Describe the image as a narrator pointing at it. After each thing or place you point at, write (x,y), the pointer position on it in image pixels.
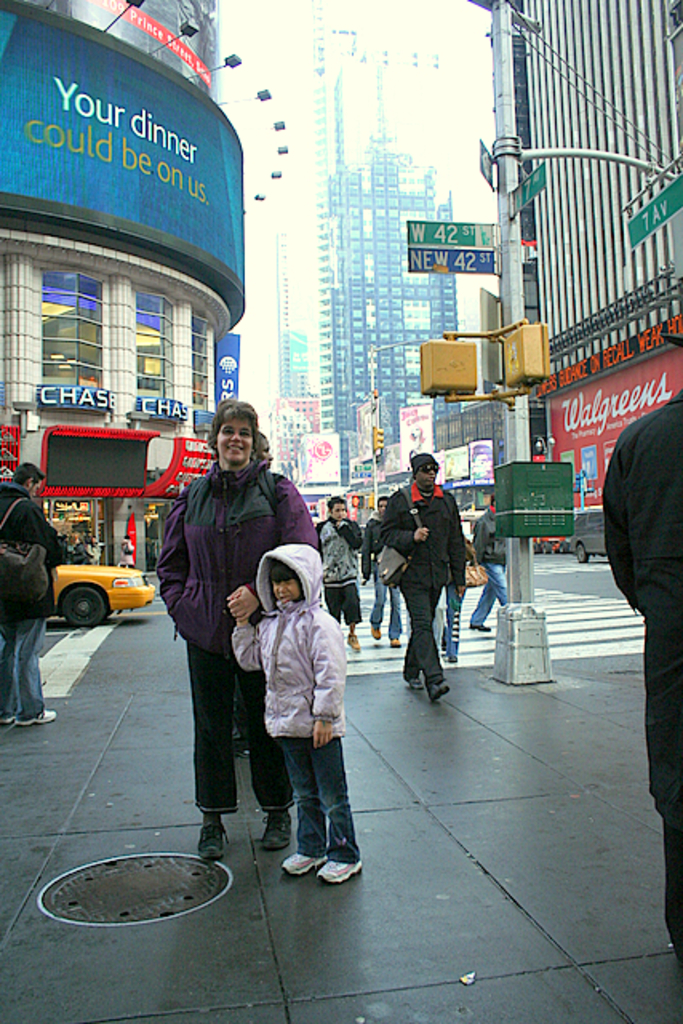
In the picture I can see people (243,716) among them some are standing and walking on the ground (356,697). In the background (463,389) I can see traffic lights (467,398), vehicles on the road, poles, buildings (305,412) and some other objects (460,231).
